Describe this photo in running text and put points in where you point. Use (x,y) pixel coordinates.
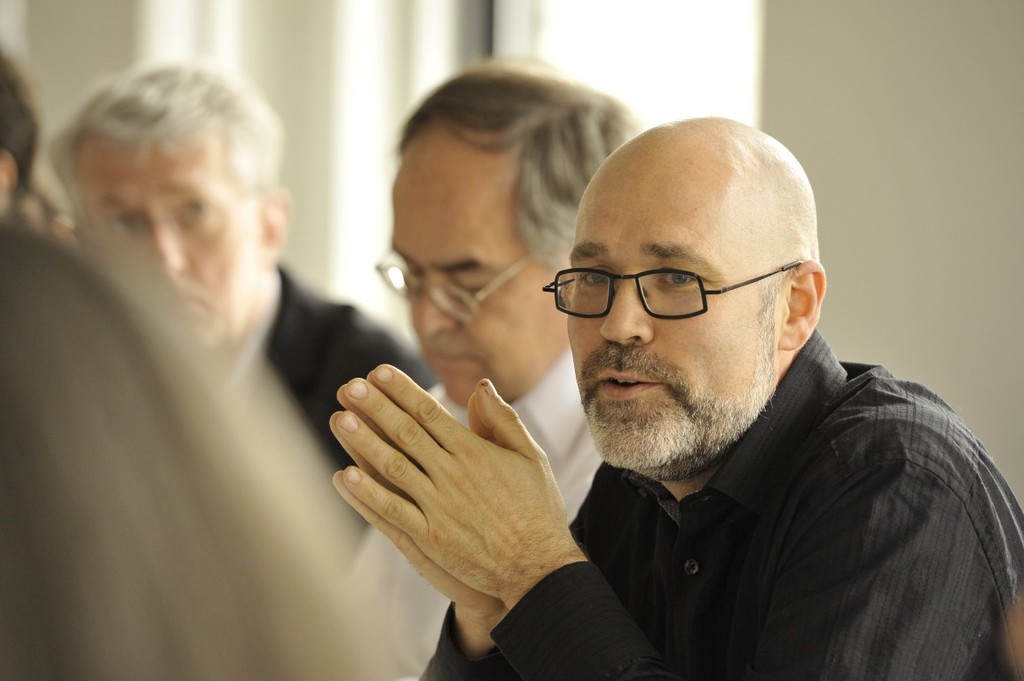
In this picture we can see a group of people (671,320) and behind the people (236,286) there is a wall (911,171).
